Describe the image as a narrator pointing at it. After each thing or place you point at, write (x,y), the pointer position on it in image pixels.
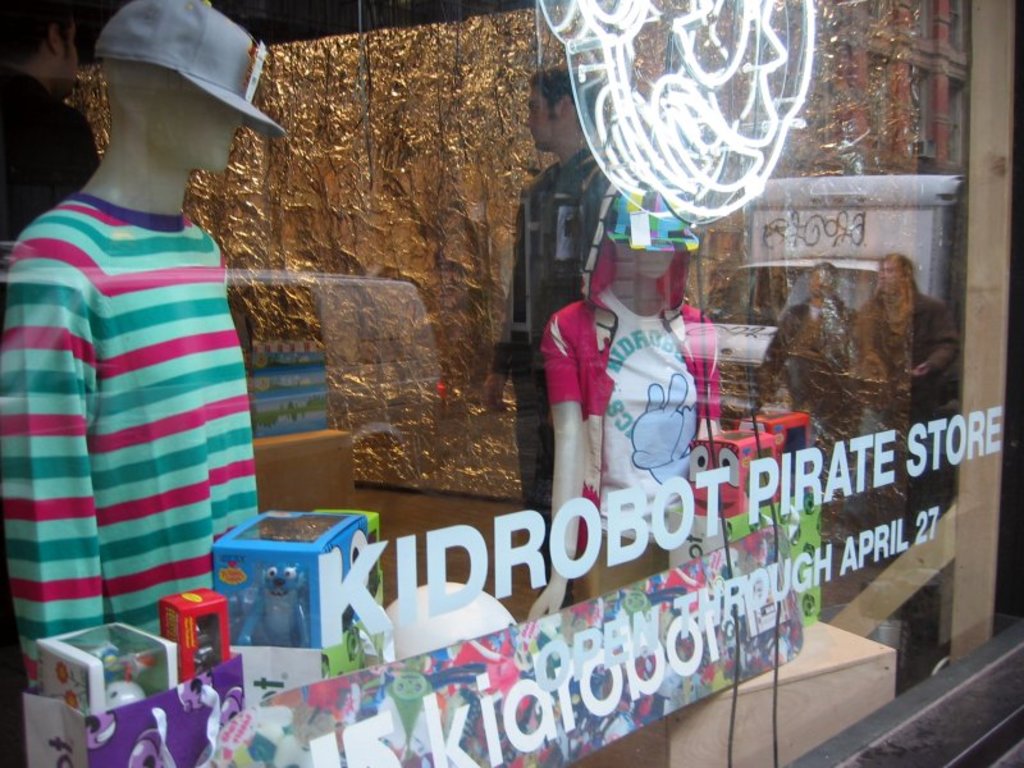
In this image we can see the mannequins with dresses (174,578). We can also see some objects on a table (751,722), wires (734,694) and text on a glass window (468,179). We can also see some people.
